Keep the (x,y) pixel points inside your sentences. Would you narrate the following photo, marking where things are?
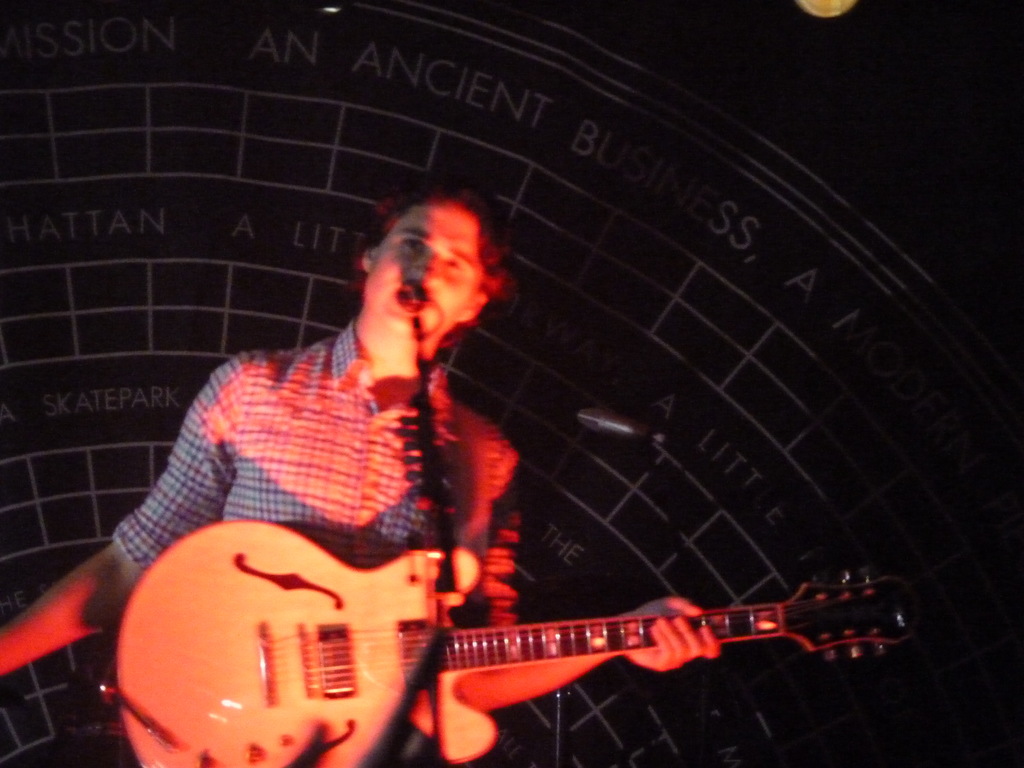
In this image I can see a person (345,445) holding the guitar (482,640).
